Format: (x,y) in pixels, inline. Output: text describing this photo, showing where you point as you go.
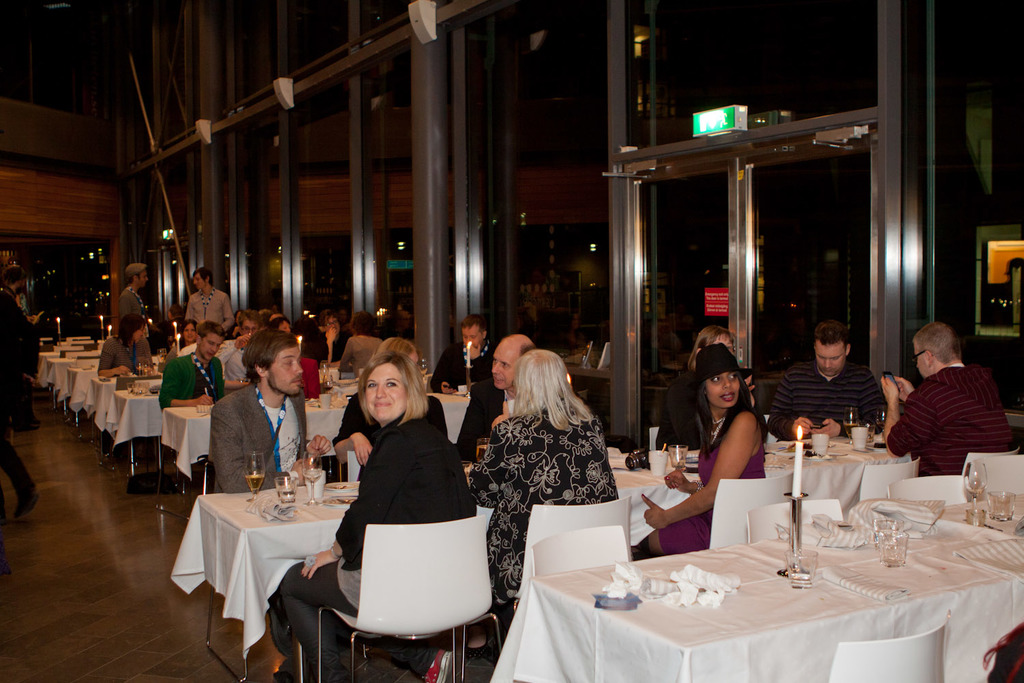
The picture is clicked in a restaurant (354,252) where people (329,312) are sitting on white tables (308,428) and on top of which food eatables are placed. In the background (631,249) we observe glass door (673,249) and windows (325,111).
